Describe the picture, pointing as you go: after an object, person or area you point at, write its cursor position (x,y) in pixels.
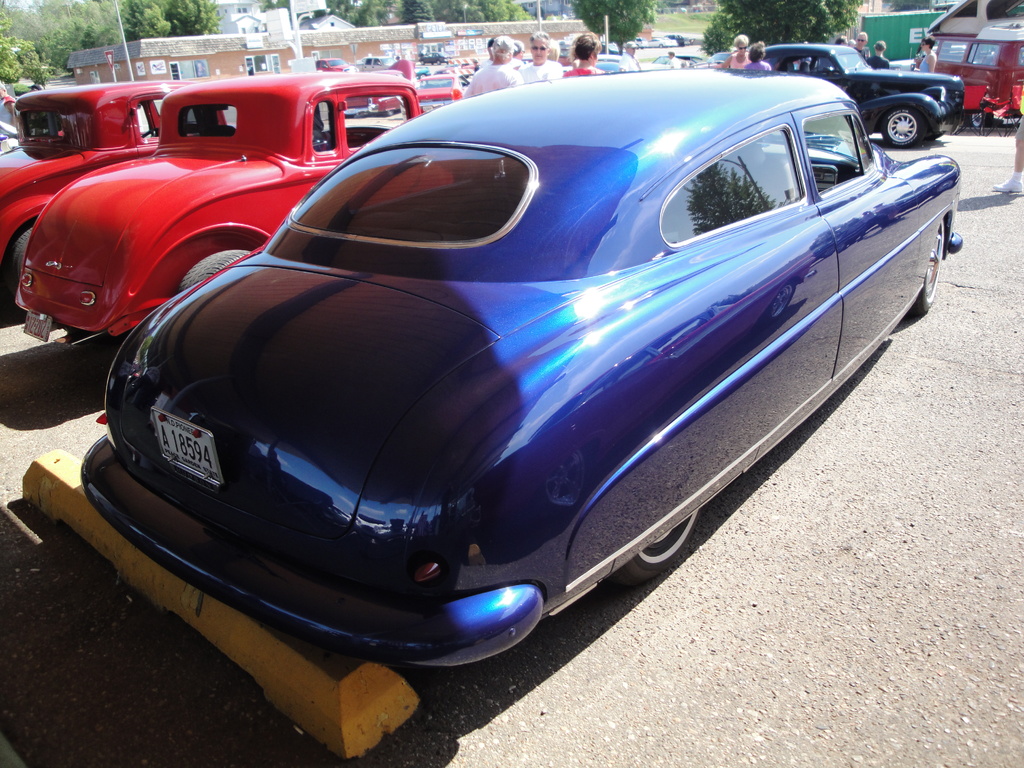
In this picture I can see the path (982,285) on which there are number of cars (240,88) and number of people (516,66). In the background (213,59) I can see few buildings (249,53), number of trees (788,9) and few poles (299,40).
